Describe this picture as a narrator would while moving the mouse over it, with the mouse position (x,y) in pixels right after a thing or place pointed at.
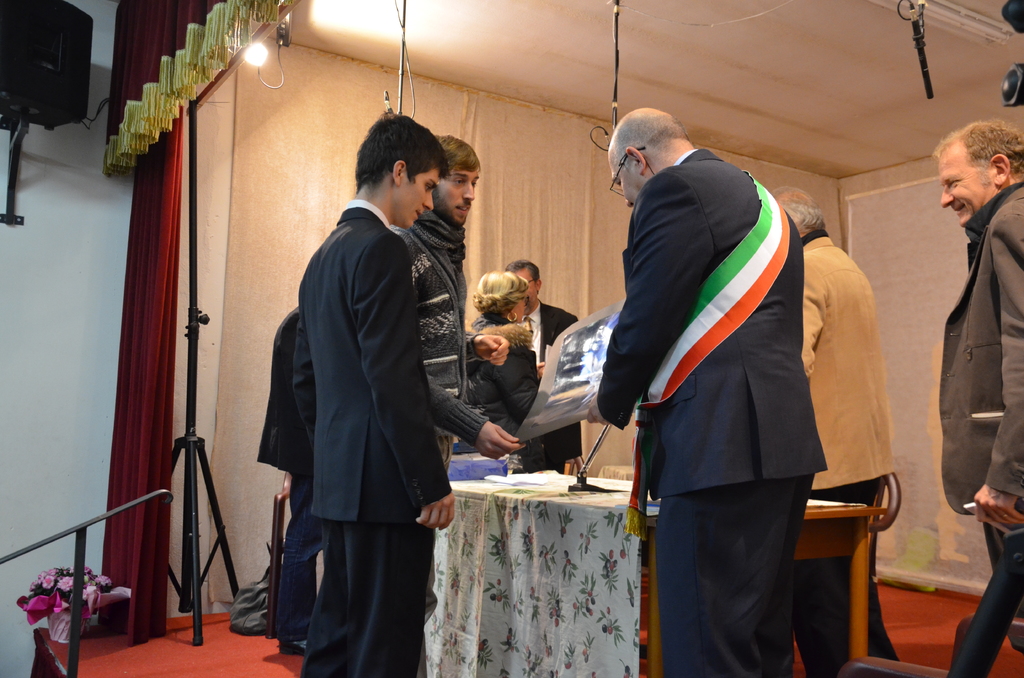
There are a group of people (374,185) among them the one is holding some thing (579,387) in his hand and the other guy (975,441) is looking at them and there is a table (651,500) in front of them and also there are some flowers (66,592).
